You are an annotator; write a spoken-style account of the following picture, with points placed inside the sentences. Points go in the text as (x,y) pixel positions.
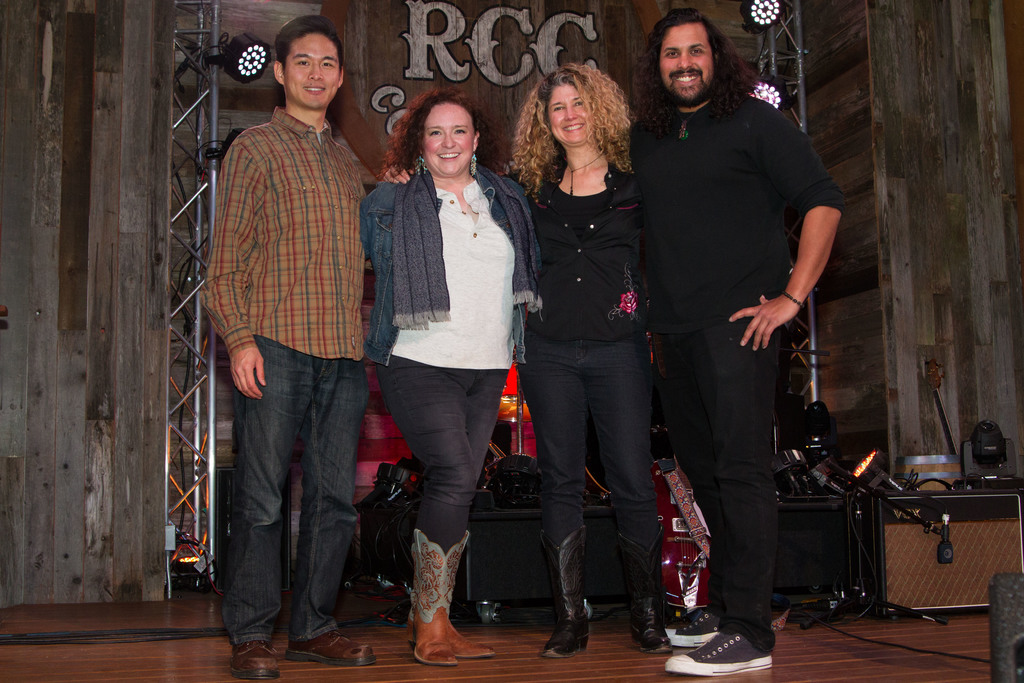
In this image I can see two men (299,291) and two women (453,304) are standing. I can see smile on their faces (300,77) and in background (239,78) I can see few lights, few stuffs (829,457) and I can see something is written over here.
